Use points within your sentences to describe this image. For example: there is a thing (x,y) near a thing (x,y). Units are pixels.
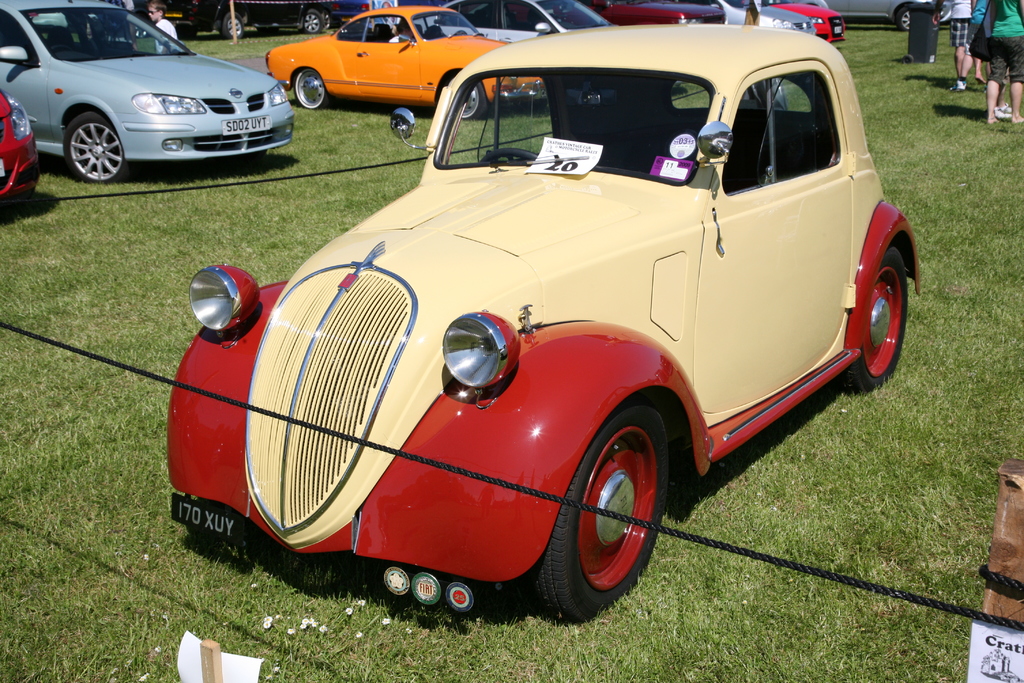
In this image we can see vehicles (636,129) on the grass (857,482). Here we can see ropes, posters (199,644), sticks (1005,540), bin (917,9), and a person (157,8). At the top right corner of the image (982,21) we can see people (1019,27).
